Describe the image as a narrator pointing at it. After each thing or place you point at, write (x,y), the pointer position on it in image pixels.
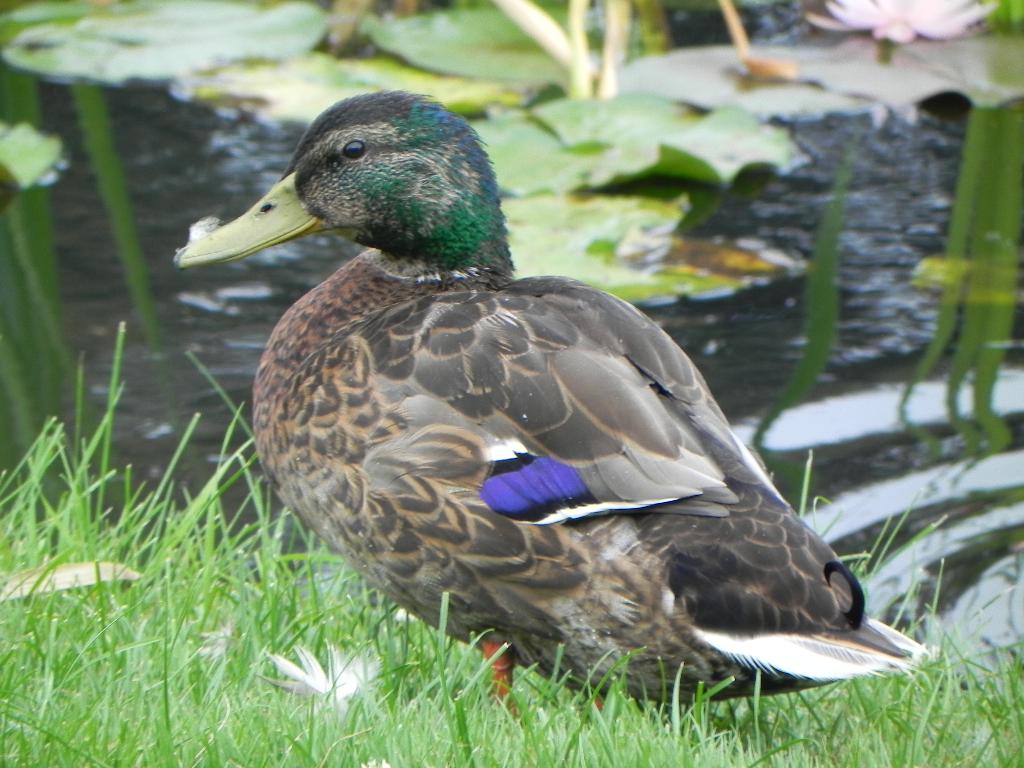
In the picture there is a duck (412,317) standing on the grass (200,651) and behind the duck (594,314) there is a water surface (733,224).
